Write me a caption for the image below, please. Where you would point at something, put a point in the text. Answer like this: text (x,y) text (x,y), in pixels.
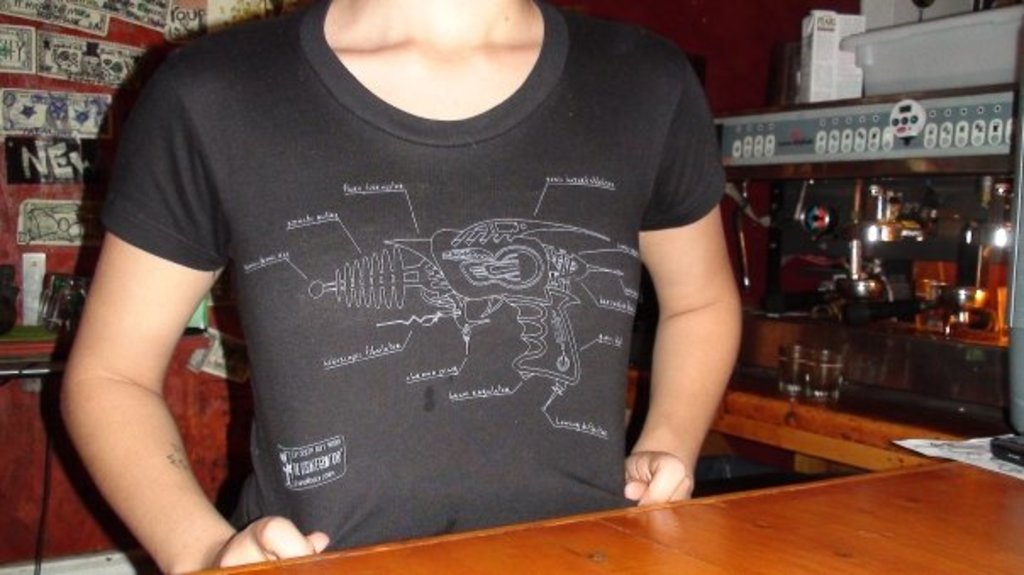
In the image we can see a person (352,355) wearing clothes (379,417). Here we can see wooden surface (804,538), glasses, cable wire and other things (33,130).
